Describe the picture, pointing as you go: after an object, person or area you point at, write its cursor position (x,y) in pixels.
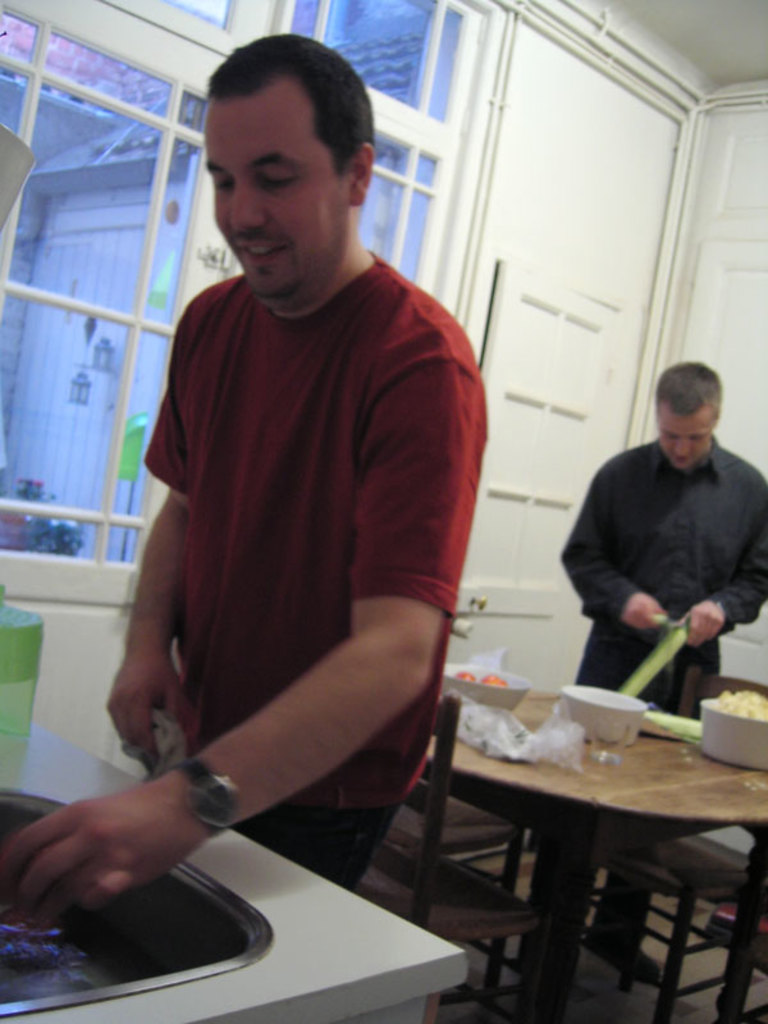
This image is clicked inside the house (731,447). There are two men (714,428) in this image. In the front (319,569), the man (319,569) is wearing red t-shirt (364,406) and smiling. To the right (617,596), the man (633,607) is wearing black dress (669,674) and cutting vegetables (682,732). In the middle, there is a dining table (546,829) along with chairs (627,875). In the background (398,129), there is a door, window (412,131).
